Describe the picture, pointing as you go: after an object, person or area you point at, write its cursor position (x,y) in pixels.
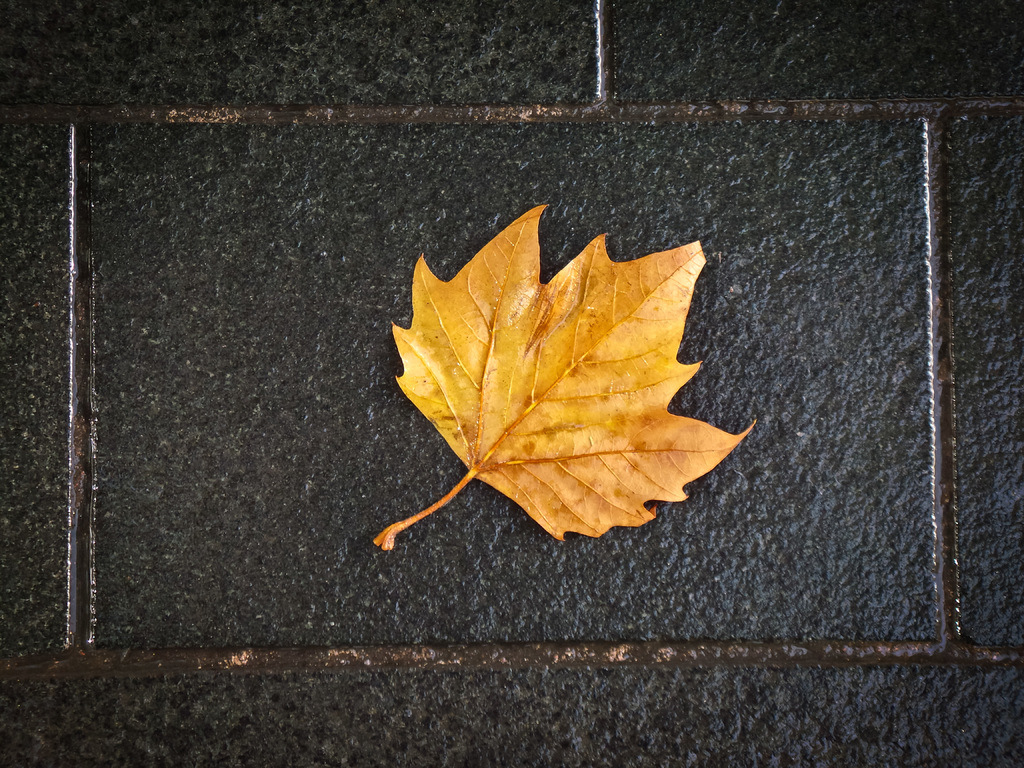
In the image I can see a yellow color leaf (507,403) on a black color surface (363,313).
